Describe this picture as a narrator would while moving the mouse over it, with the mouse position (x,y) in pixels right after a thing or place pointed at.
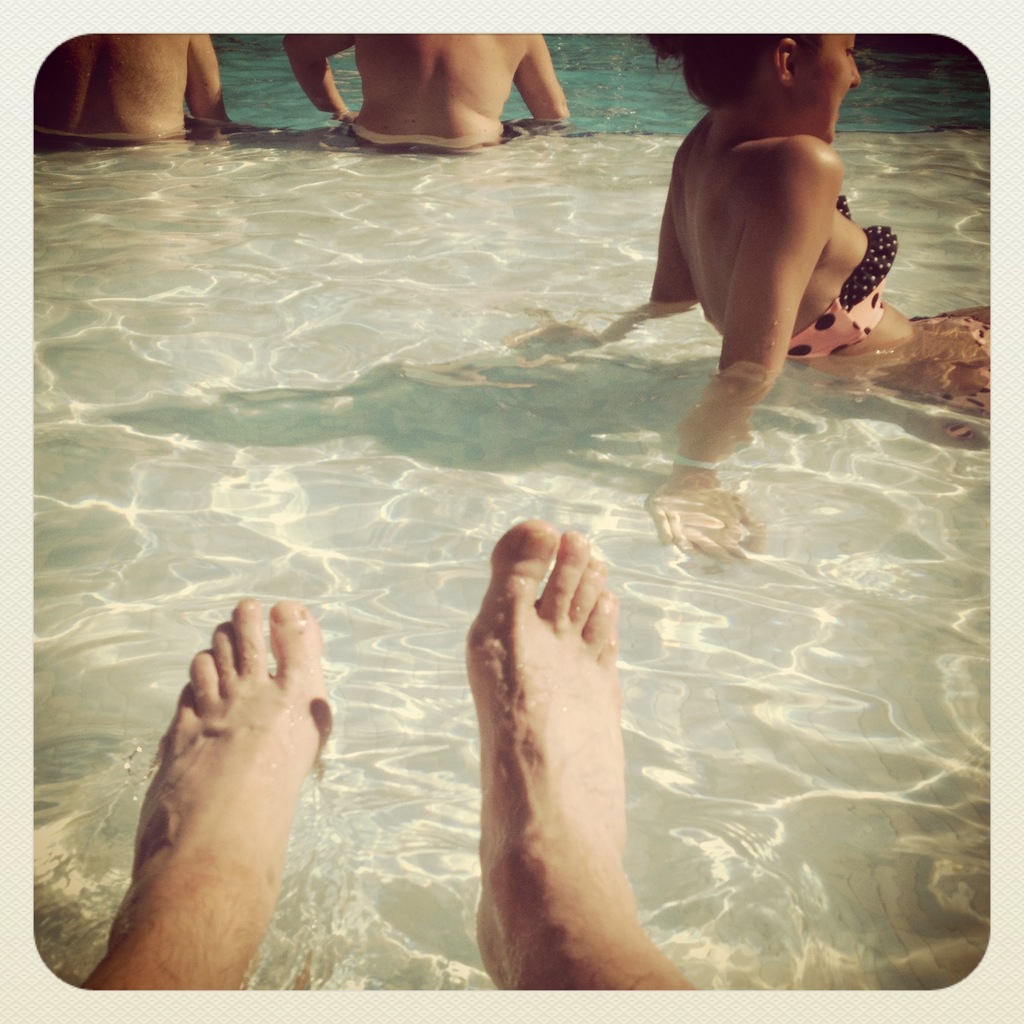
In this image there is a photo (263,162), there is water (443,462), there is a person (689,232) truncated towards the right of the image (801,268), there are persons (378,82) truncated towards the top of the image (473,70), there are person's legs (236,693) truncated towards the bottom of the image (599,766).
